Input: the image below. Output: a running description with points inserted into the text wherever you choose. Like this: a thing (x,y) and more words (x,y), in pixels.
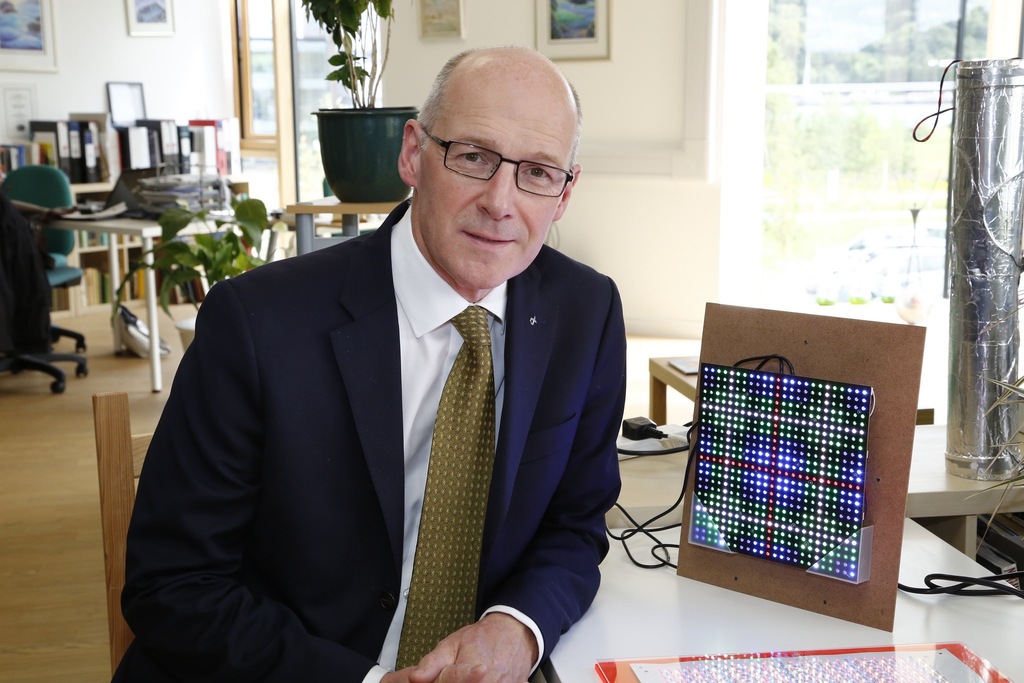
The image is taken in the room (630,209). In the center of the image (347,349) there is a man (395,479) sitting, before him there is a table (739,623). There is a decor (768,577) placed on the table (722,608). In the background (872,305) we can see a plant (239,207), bookshelves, windows (273,112) and a door (299,74).
